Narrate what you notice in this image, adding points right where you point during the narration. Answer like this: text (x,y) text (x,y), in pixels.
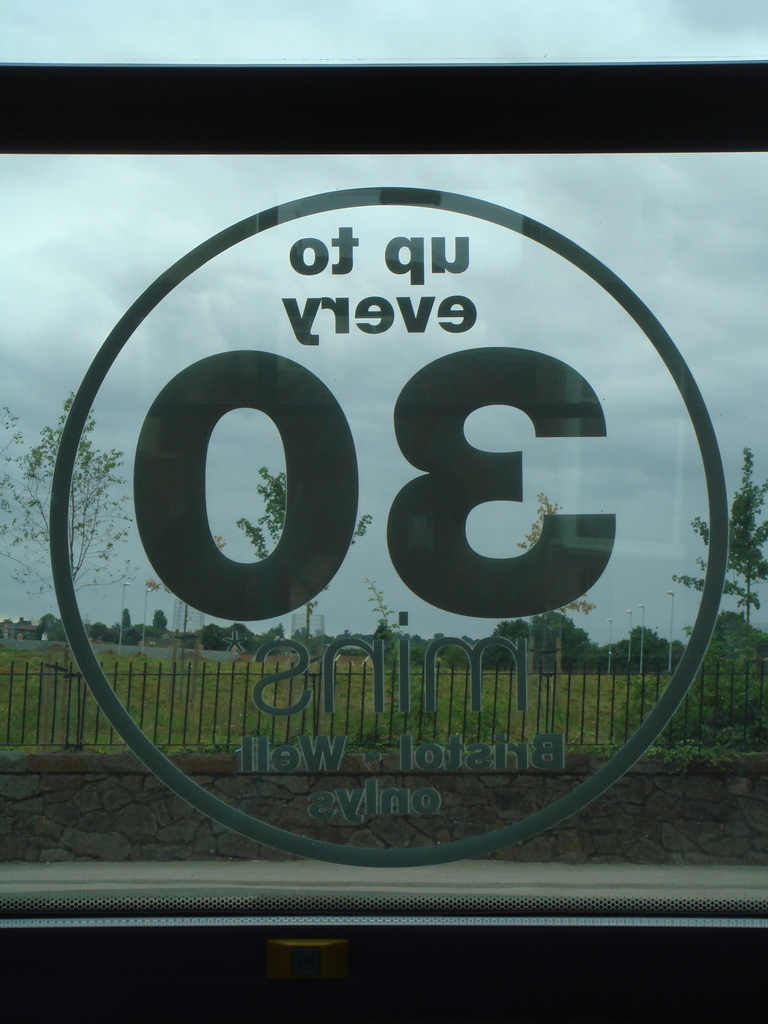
In this picture I can see a sticker (378,677) on the window (390,829) of a vehicle (714,993), and in the background (384,777) there is a wall (213,777), iron grills (346,684), lights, poles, trees (613,660) and sky (224,219).
